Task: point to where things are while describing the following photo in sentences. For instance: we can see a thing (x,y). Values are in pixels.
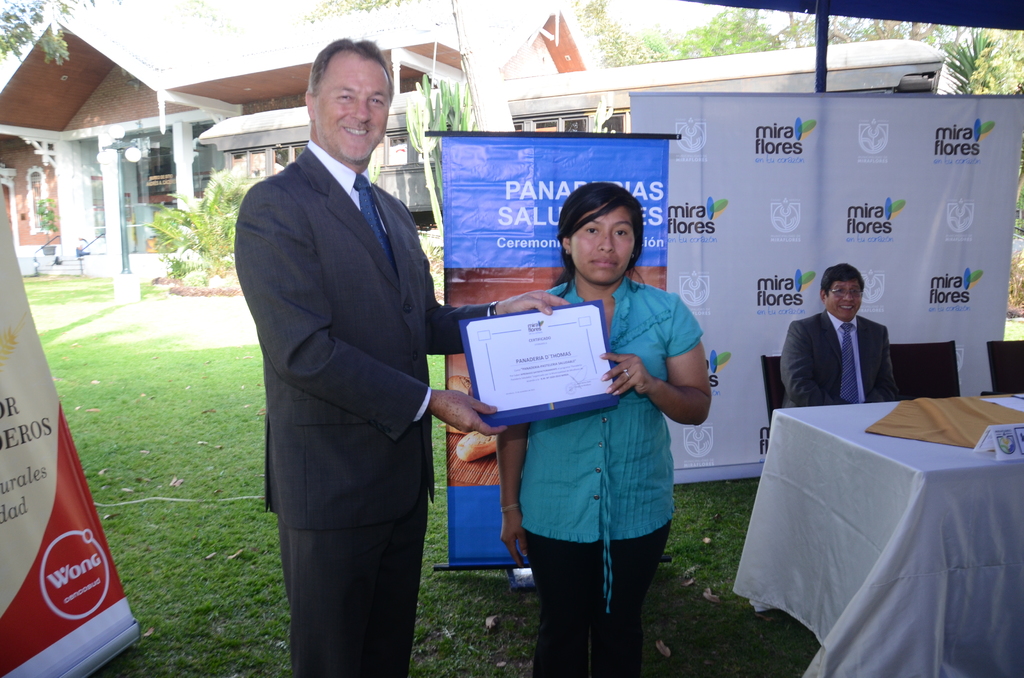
In this image a man (362,331) is giving a certificate (551,369) to a lady (647,352). The man (370,393) is smiling. here another person (824,357) is sitting on chair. He is smiling. In front of him there is a table (942,421). There are banners (961,304) here. In the background (662,53) there are trees (615,54) and building (97,65).
